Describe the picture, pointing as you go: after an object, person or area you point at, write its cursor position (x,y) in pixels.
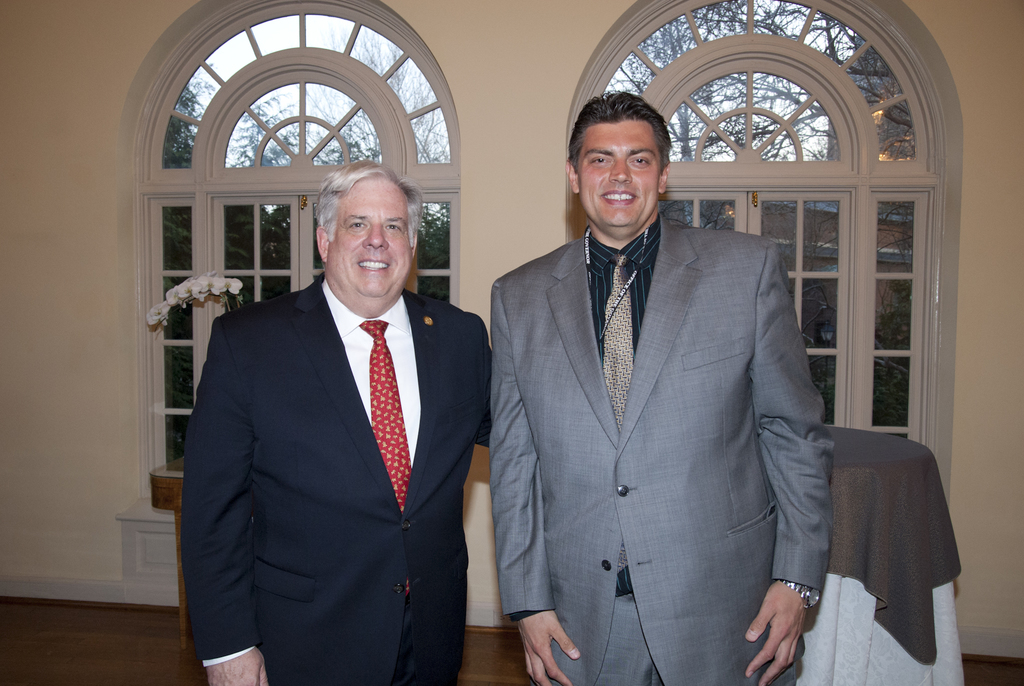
In this picture, we see two men (380,414) are standing. Both of them are smiling and they are posing for the photo. Behind them, we see a flower pot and a table (871,463) which is covered with the grey and white color cloth (864,543). In the background (137,488), we see a wall (131,477) and the glass doors (266,203) or windows (669,197) from which we can see the trees (230,249) and the sky (335,115).
